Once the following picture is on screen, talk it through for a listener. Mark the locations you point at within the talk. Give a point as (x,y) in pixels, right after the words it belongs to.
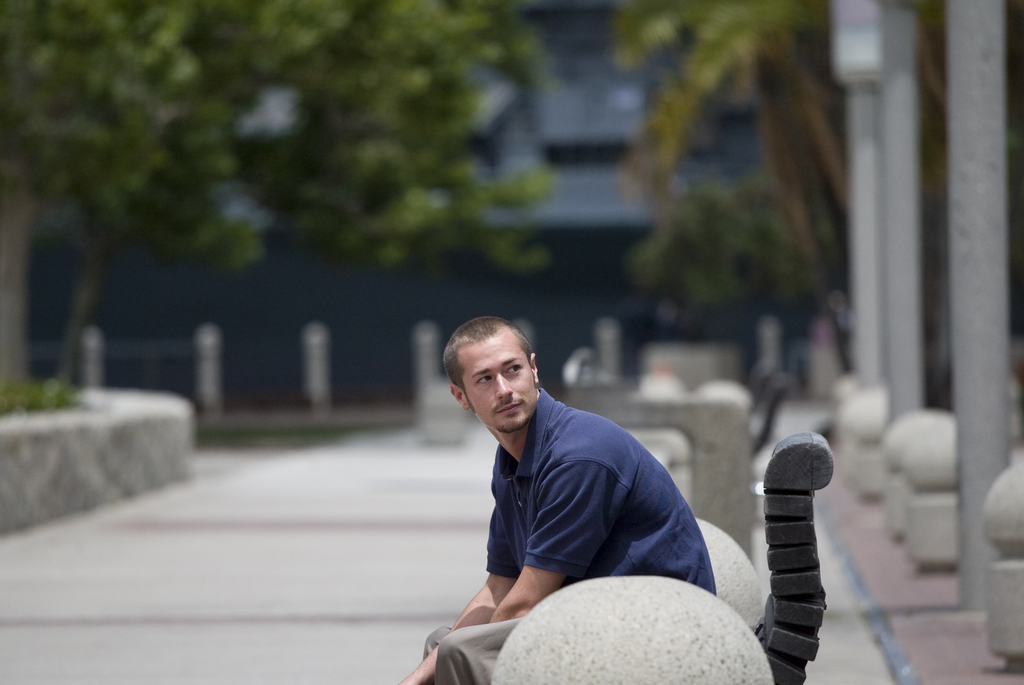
In this image in the center (526,416) there is one man (523,488) who is sitting and on the background (268,135) there are trees (102,53) and building (600,98) are there, and on the right side (889,234) there are poles (982,145) and footpath (913,634) and some chairs (774,417) are there and on the left side (48,402) there are some plants (52,388) and fence (359,361) is there.
